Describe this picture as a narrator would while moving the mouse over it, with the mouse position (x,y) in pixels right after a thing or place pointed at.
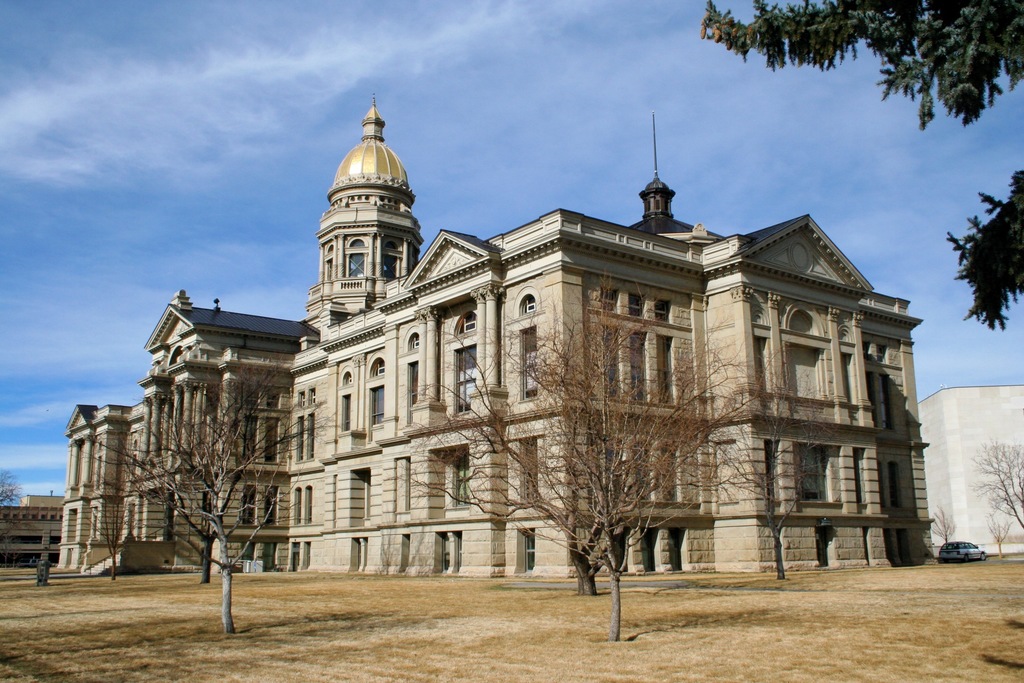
In this image I can see an open ground (278,590) in the front (807,619) and on it I can see few trees (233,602). In the background (524,561) I can see few buildings (130,454), clouds (35,94) and the sky (17,231). On the right side of the image (981,556), I can see a car (959,543) on the ground (943,582).
